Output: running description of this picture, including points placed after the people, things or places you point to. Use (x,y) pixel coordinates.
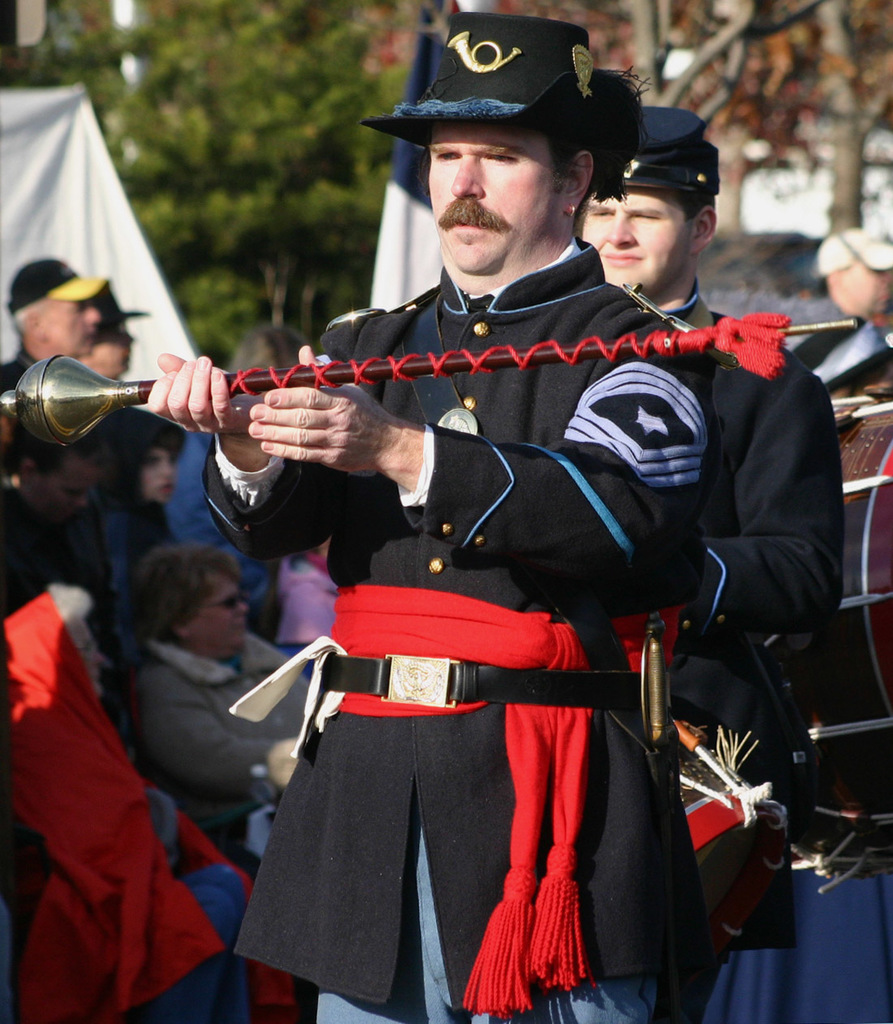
In this image we can see a person (455,395) holding some object (423,364) and standing, beside this person (511,392) there is another person (702,248) standing. On the left side of the image (119,639) there is the audience (160,689). In the background (260,144) there are some trees (286,122).
